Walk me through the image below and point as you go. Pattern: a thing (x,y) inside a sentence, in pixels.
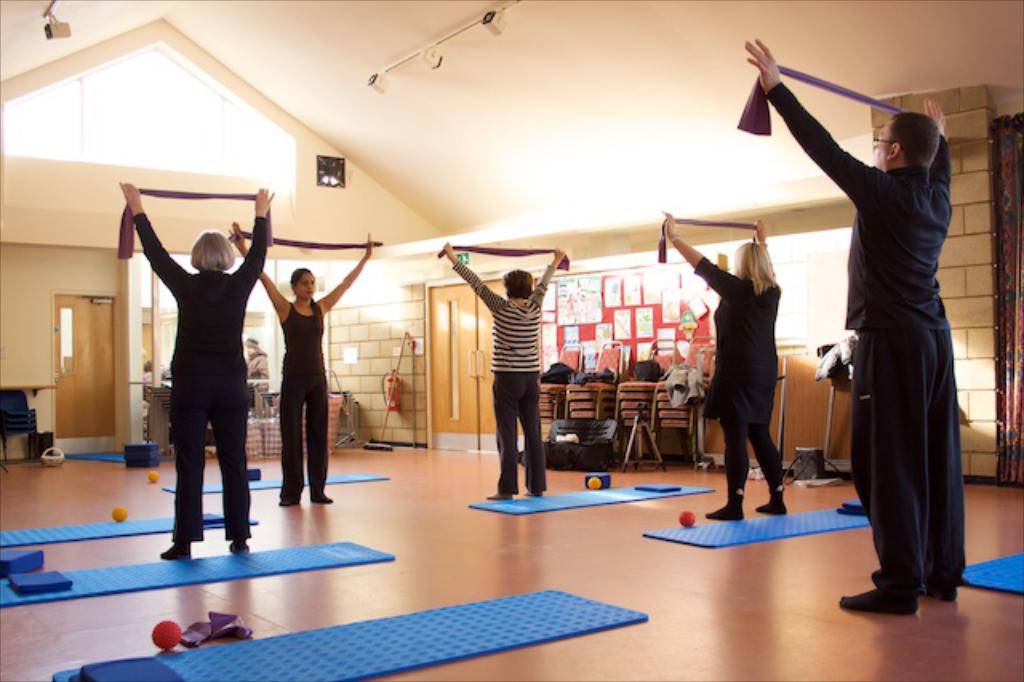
There are people (218,396) holding clothes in their hands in front of mats (300,639), there are balls (167,641) on the floor (268,630) in the foreground area of the image (121,519), there are doors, other objects (390,384), a chair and posters (583,315) on the board (613,305) in the background (544,361).
